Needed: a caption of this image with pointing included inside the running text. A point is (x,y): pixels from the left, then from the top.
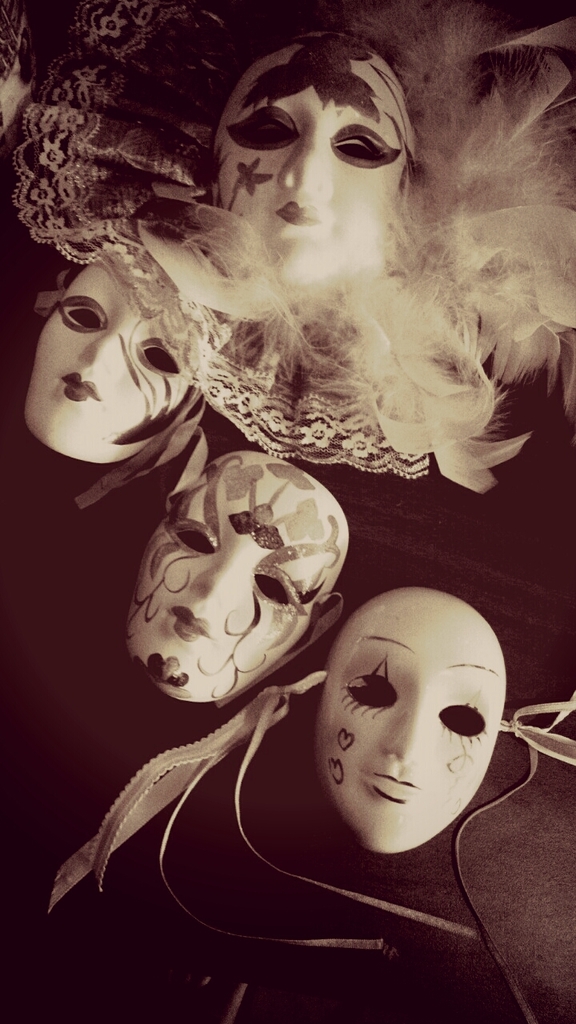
In this image we can see few face masks (319,238) on a surface (296,698).
